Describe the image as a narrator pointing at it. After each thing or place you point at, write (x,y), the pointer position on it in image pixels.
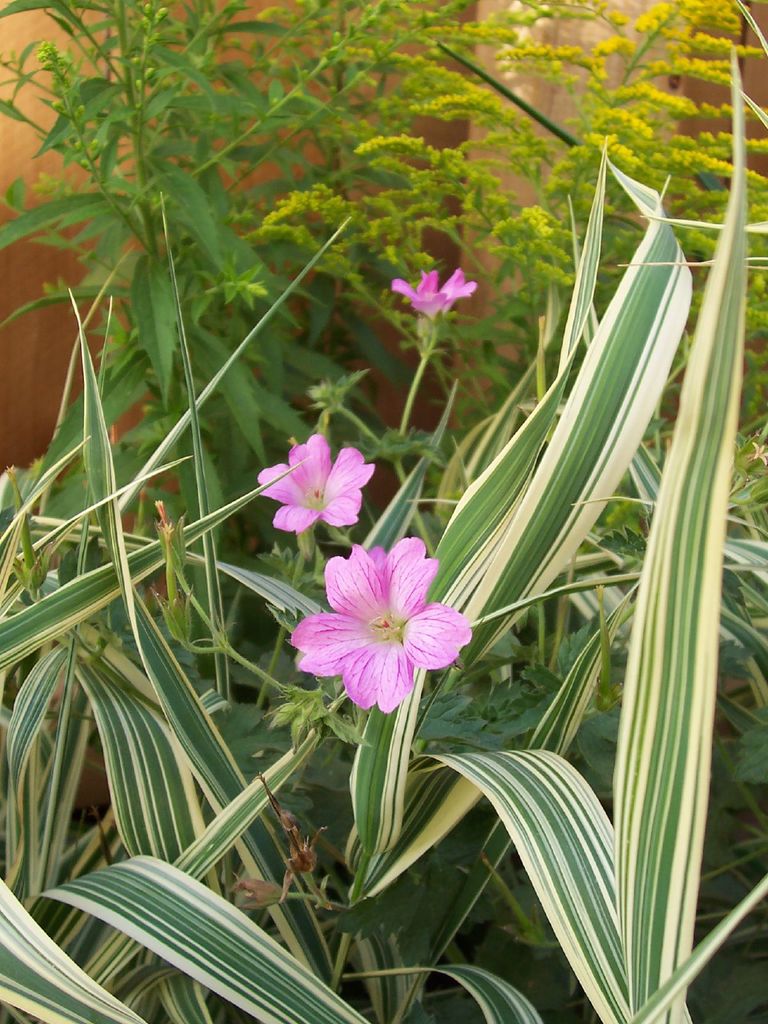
In the picture I can see the flowering plants (351,546) and green leaves (277,367). In the background (371,190), I can see the wall (15,297).
